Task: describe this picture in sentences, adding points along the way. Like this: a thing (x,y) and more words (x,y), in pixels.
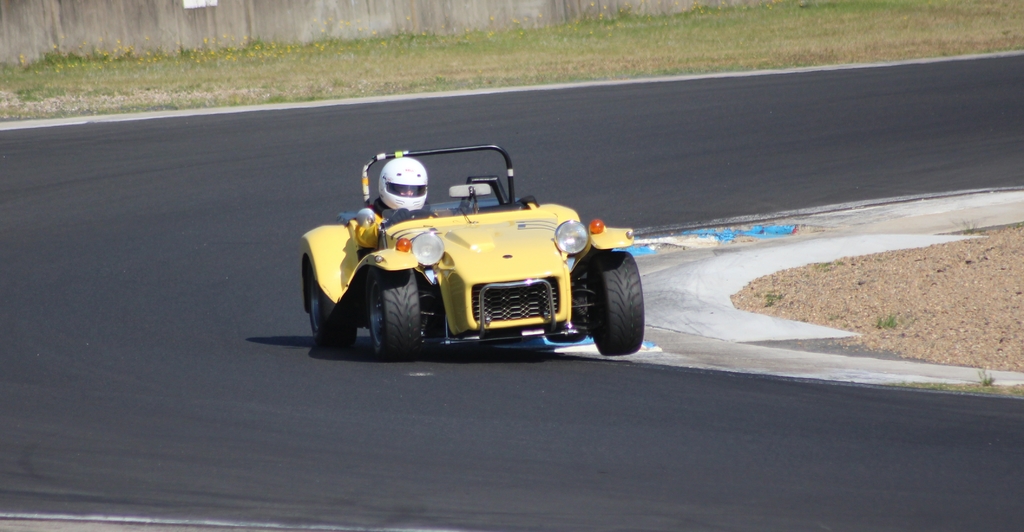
This image is clicked on the road (318,448). There is a person (414,202) riding a vehicle (480,260) on the road (522,375). To the right (950,268) there is the ground (901,310) beside the road (481,121). In the background (142,55) there is grass (559,58) on the ground (429,51). At the top (266,4) there is a wall (171,10).
